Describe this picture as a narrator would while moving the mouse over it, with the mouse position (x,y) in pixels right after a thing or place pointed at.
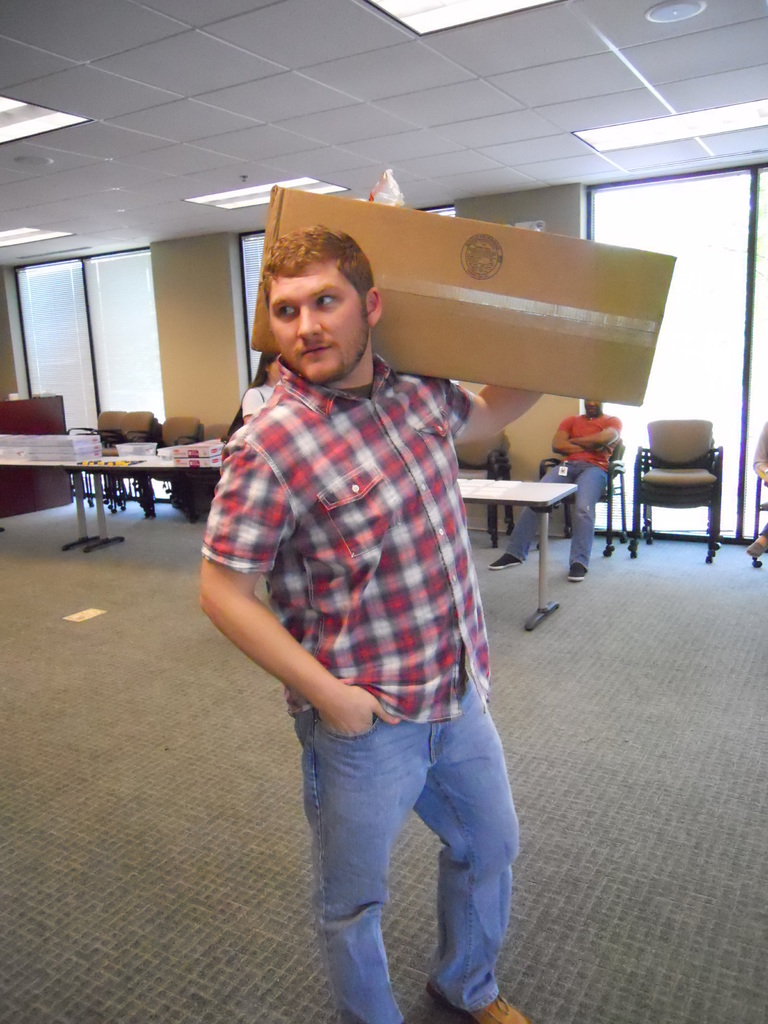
A man (352,584) is holding a box (530,302). In the background (506,451) there are tables (125,456), chairs (654,461). A person (586,465) is sitting on the chair (623,518). On the table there are some boxes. Also there is a wall (177,330), windows (107,310). On the ceiling (172,205) there are lights (255,195).
